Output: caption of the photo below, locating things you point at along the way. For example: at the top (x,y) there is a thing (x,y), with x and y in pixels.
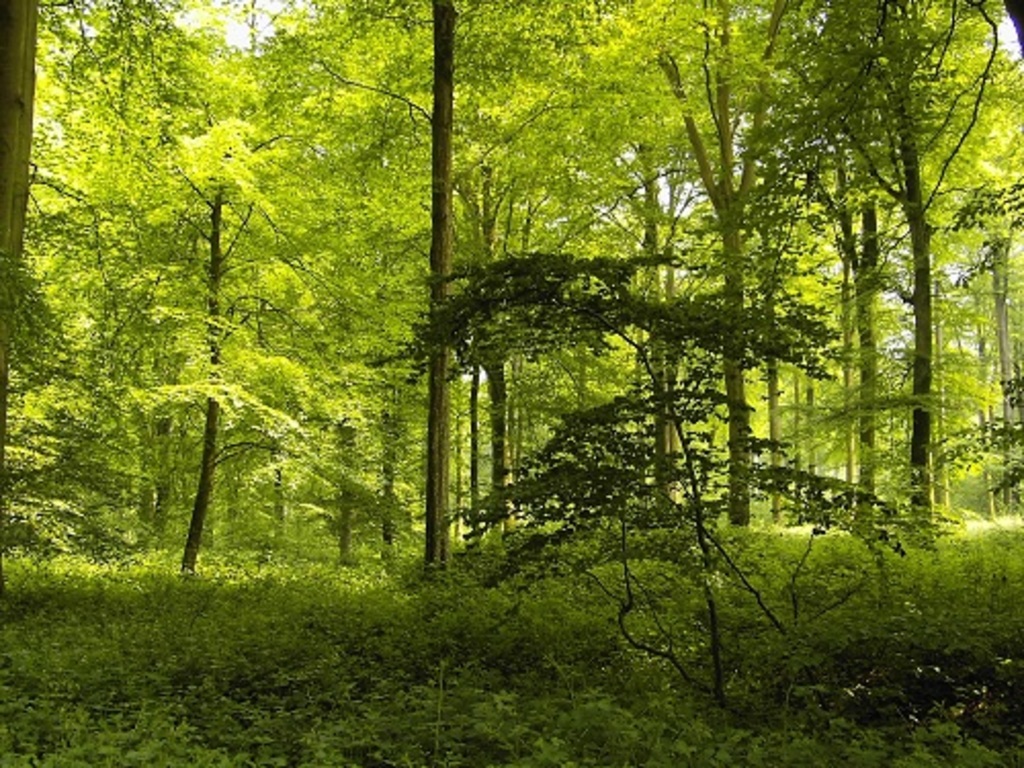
The image is taken in a forest (336,309) or in a park (128,604). In the foreground of the picture (563,630) there are plants (594,681) and trees (686,425). In the background (968,334) there are trees (68,261).
